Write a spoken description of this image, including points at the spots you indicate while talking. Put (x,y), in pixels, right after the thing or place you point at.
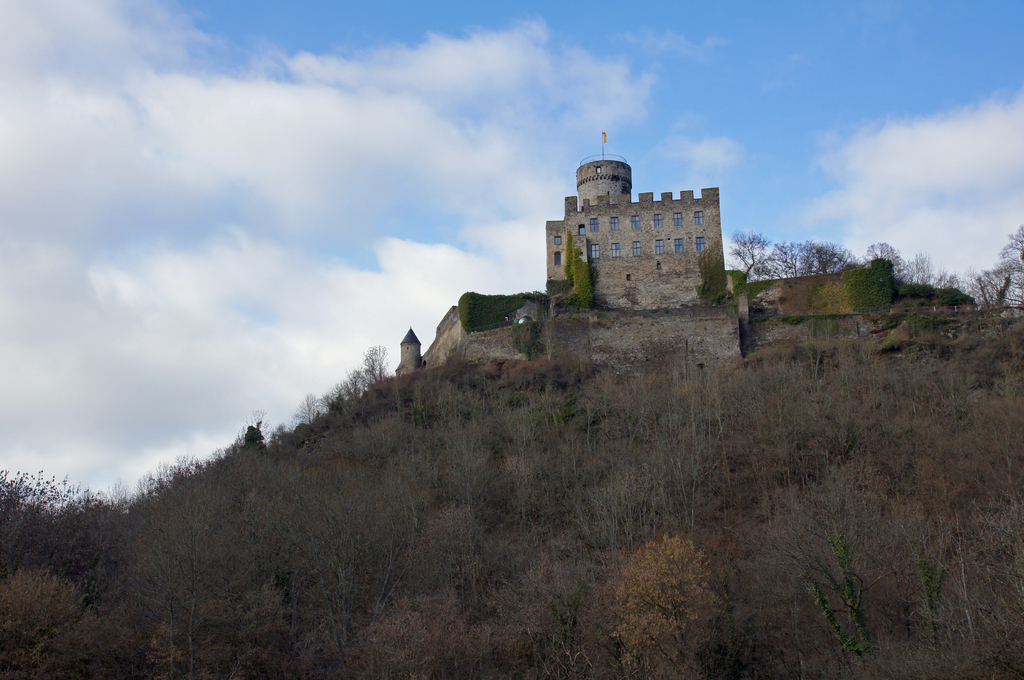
In the center of the image (598,252) we can see a castle (477,347) and there are trees (575,422). In the background (572,169) there is sky (476,113).
